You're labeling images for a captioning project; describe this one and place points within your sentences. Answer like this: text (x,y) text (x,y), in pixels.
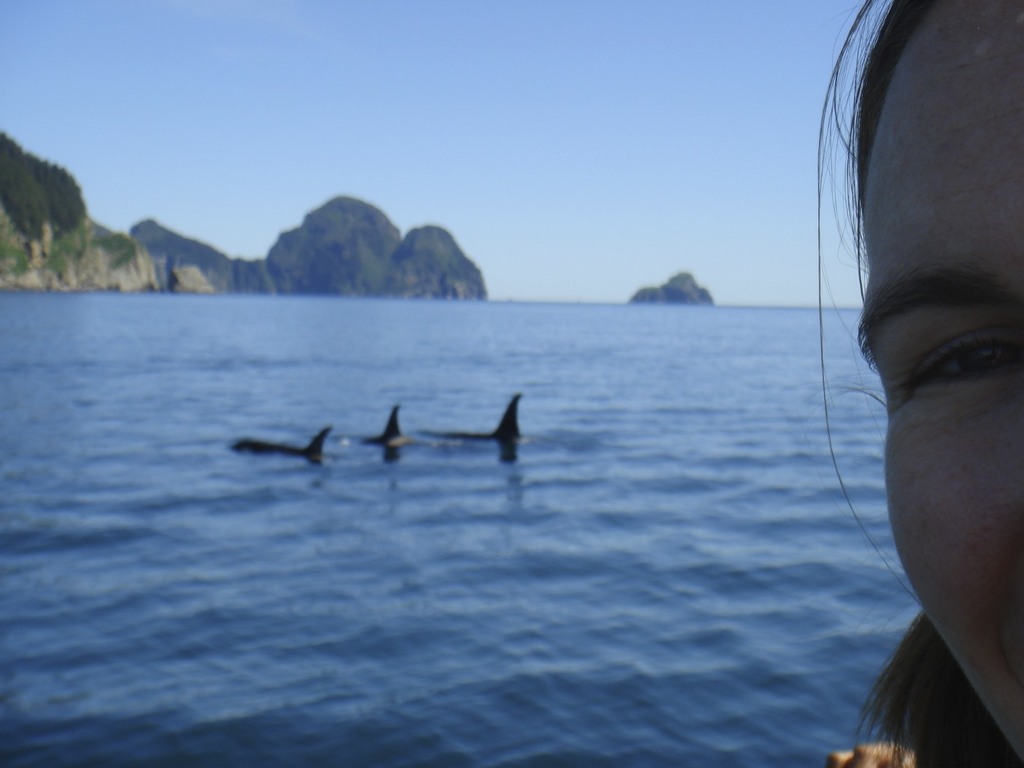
In this image I can see the person's face (957,103), background (628,267) I can see few aquatic animals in the water (608,524), trees (17,151) in green color, few rocks (435,262) and the sky (431,114) is in blue color.
